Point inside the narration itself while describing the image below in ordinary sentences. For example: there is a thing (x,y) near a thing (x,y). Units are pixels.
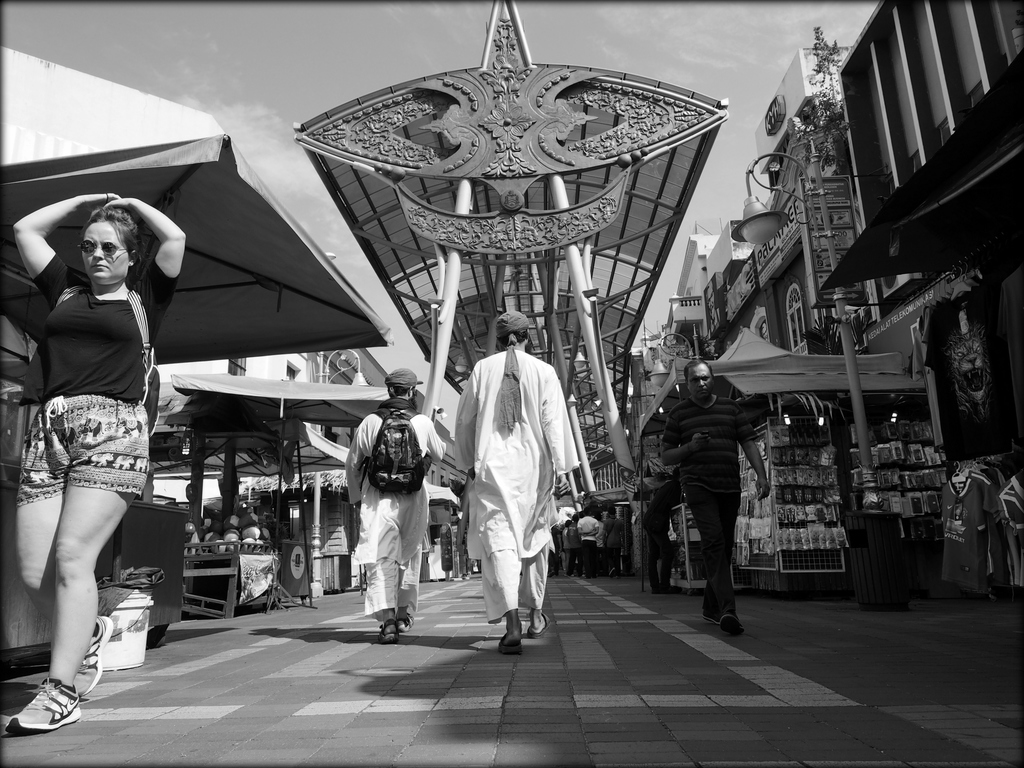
In this image we can see few persons (513,463). Behind the persons (116,501) we can see few stalls (259,530) and buildings (766,283). At the top (687,54) we can see the sky (271,89) and a metal roof (378,259).
